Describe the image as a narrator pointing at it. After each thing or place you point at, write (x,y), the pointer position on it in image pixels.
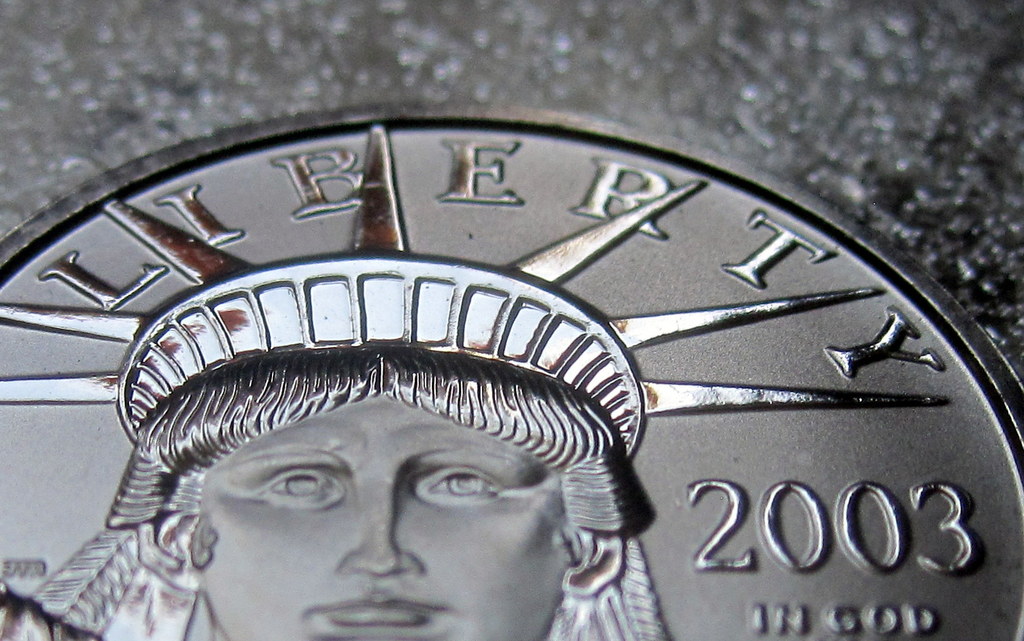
In this image there is a coin (432,304) on the surface (648,61).
